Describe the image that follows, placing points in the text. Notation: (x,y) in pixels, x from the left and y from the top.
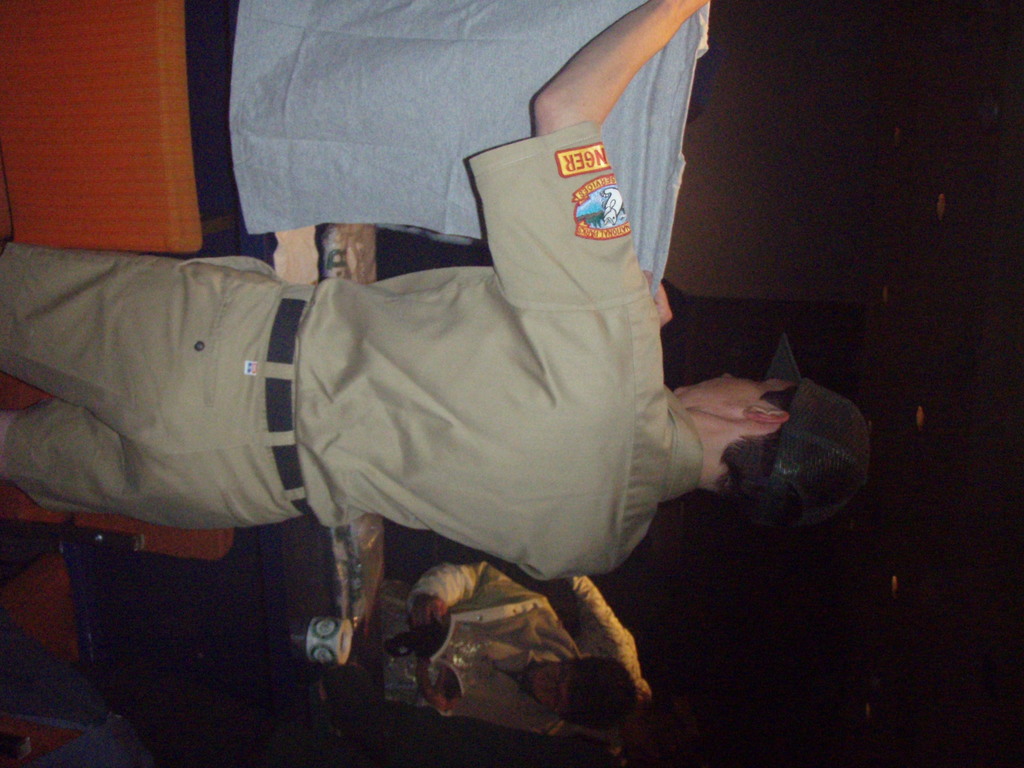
There is a ranger (557,386) holding a T-shirt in the foreground (514,385) and a boy (470,587) holding a dark object (423,634), a mug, it seems like lamps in the background area (456,599).
